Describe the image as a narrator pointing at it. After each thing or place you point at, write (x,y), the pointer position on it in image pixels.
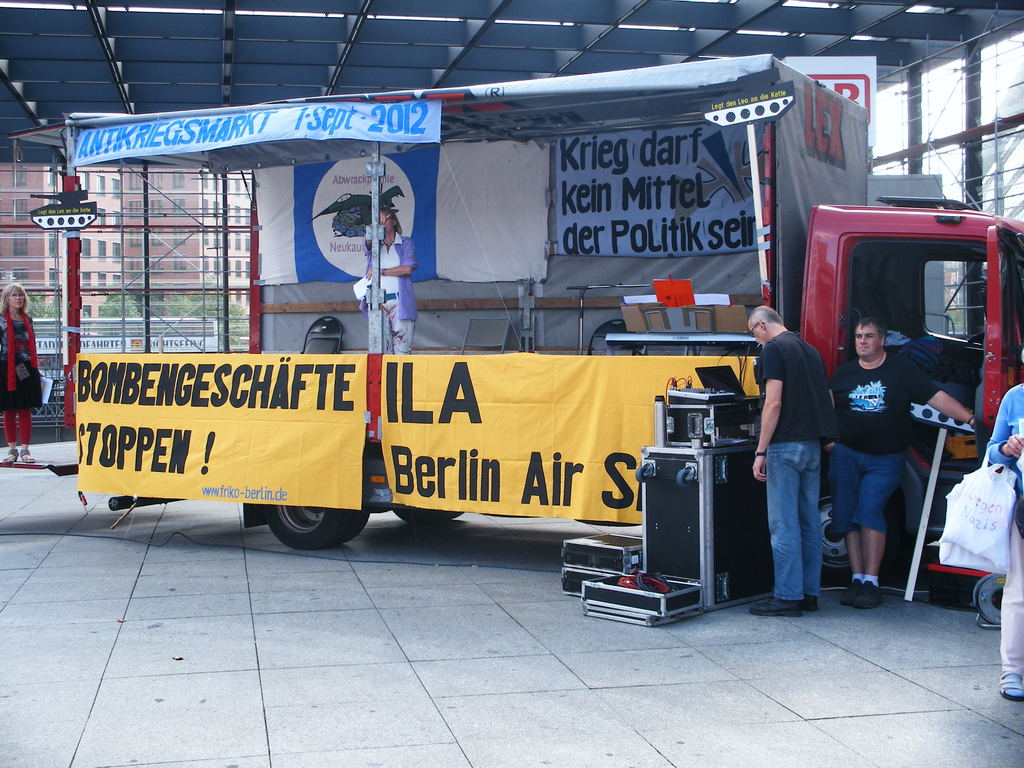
Here we can see a vehicle (914,250) and there are few persons (1018,414). Here we can see banners (336,391), chairs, and devices (650,549). In the background (248,295) we can see buildings (226,255), board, glasses (931,166), and trees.
